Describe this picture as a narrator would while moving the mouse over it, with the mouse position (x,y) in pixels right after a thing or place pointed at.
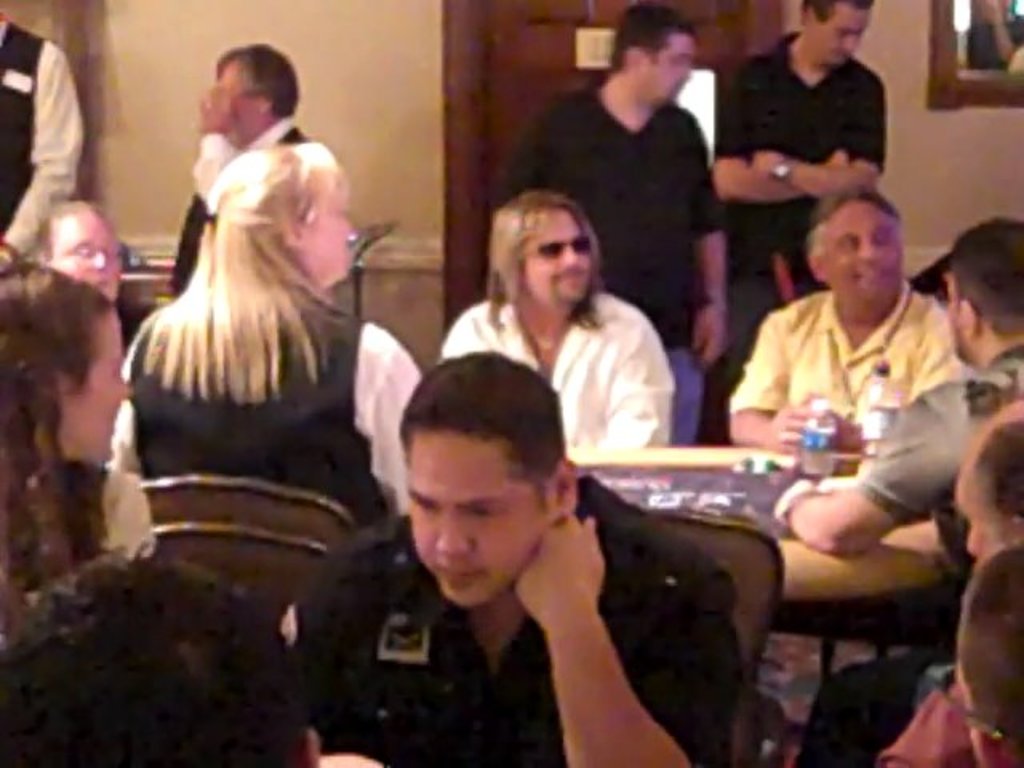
In the center of the image (514,460) we can see a few people (574,475) are sitting on the chairs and they are in different costumes (655,444). Among them, we can see a few people (594,421) are smiling and few people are wearing glasses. And we can see chairs (769,551), one table (894,625), water bottle (816,447) and a few other objects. In the background (346,72) there is a wall (1011,130), door (515,106), window (966,106), one table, few people (724,134) are standing and a few other objects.
